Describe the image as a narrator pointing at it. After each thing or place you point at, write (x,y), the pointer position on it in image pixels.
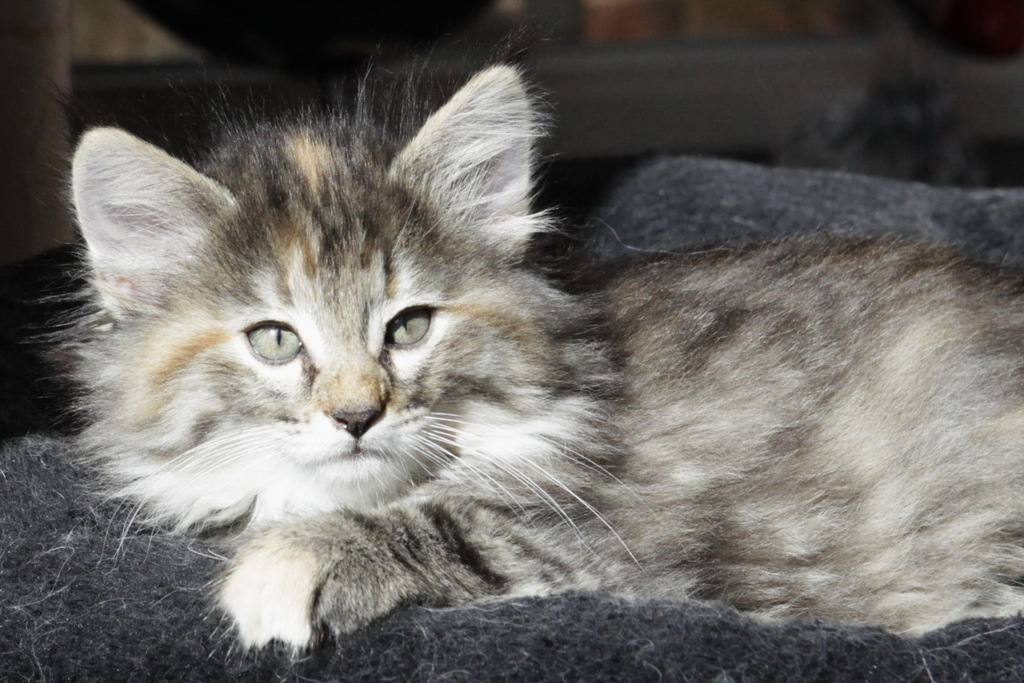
In this picture we can see a cat (329,438) on the black carpet (155,643).
